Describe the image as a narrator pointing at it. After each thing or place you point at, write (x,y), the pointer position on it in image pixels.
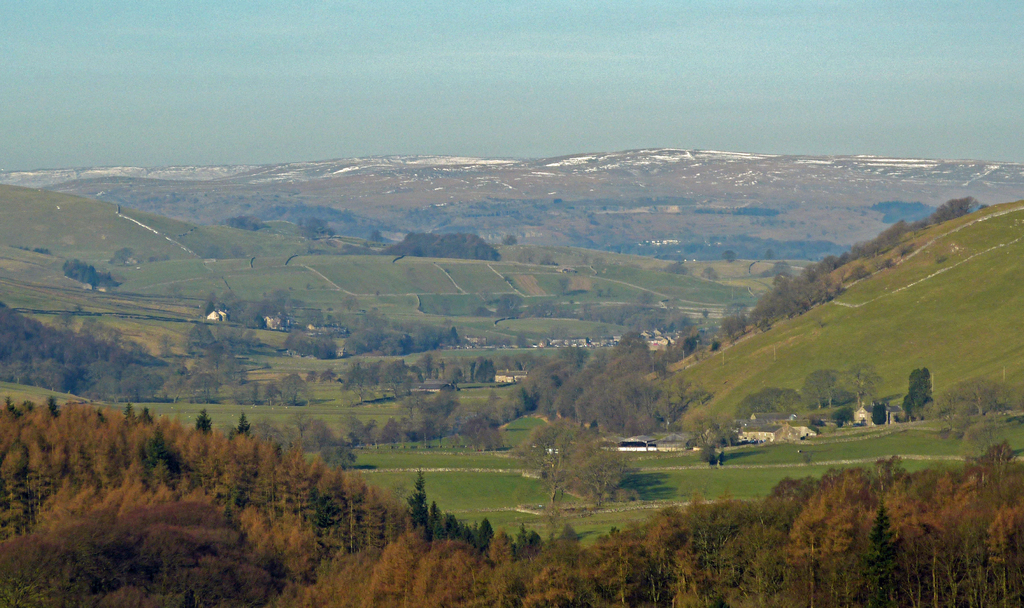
In this image I can see few trees (404,568) which are brown and green in color, the ground (589,525), few buildings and few mountains (524,237). In the background (707,82) I can see the sky (398,101).
